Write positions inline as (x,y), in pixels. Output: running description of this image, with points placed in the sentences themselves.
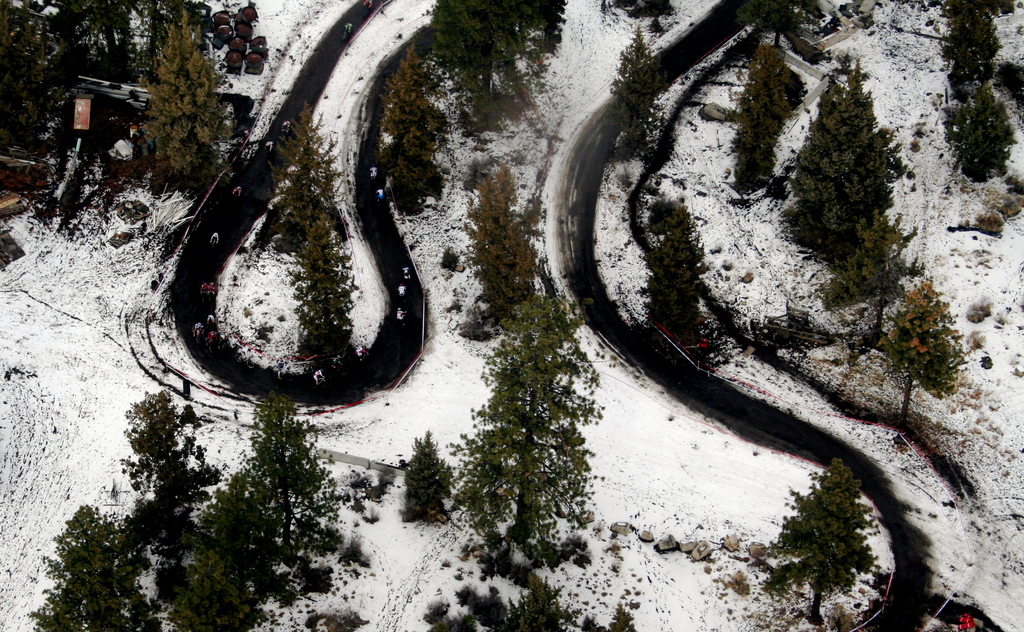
In this image, we can see some roads (219,201), there is snow (669,492) on the ground (422,556), we can see some trees (841,537).
